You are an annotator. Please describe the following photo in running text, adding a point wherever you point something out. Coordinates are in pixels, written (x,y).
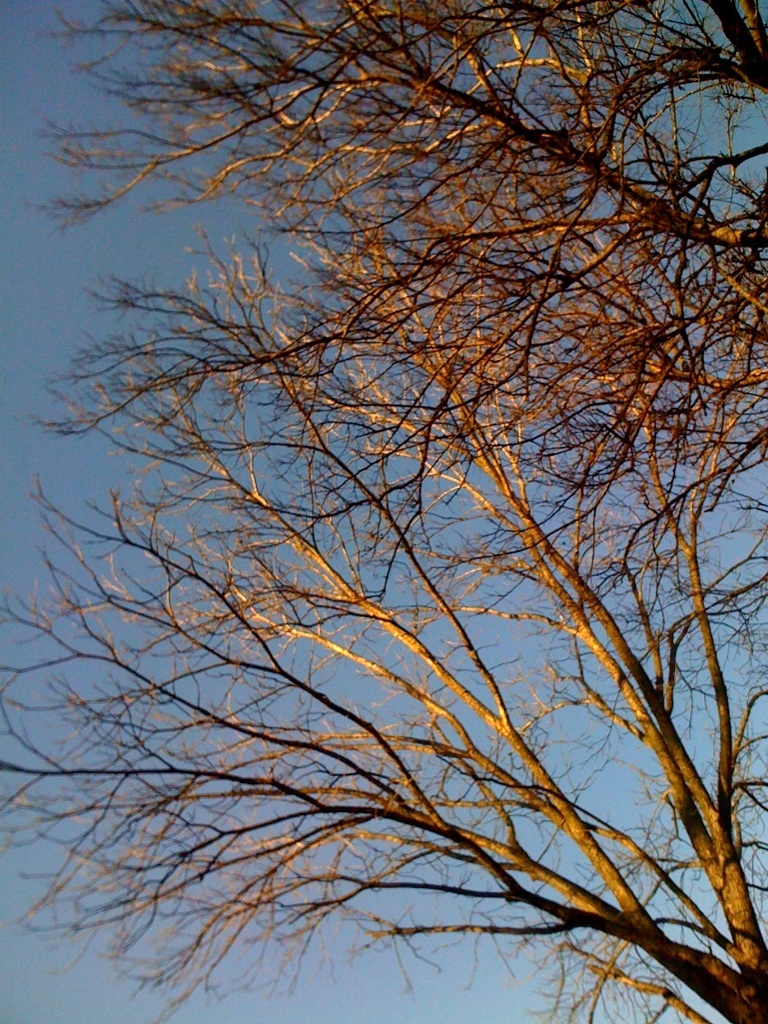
In this picture there are trees (521,870). At the top (167,247) there is sky (258,436). There are no leaves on the trees (415,444).
